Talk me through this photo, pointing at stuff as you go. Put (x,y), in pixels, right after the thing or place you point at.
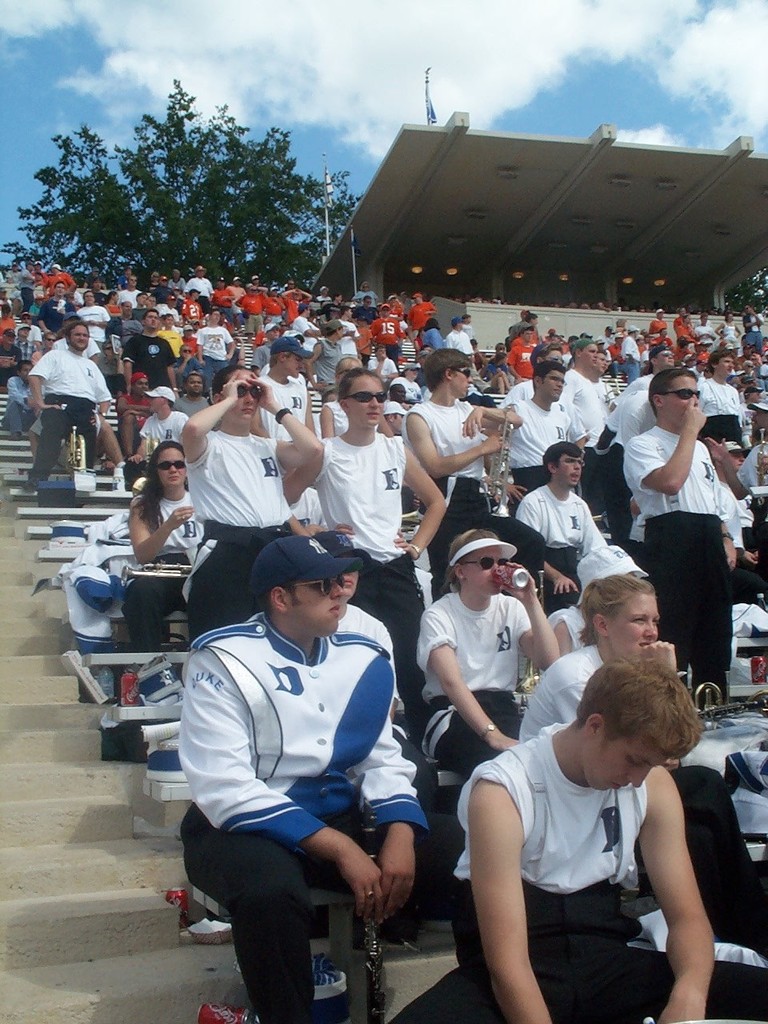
In this image we can see group of people (610,489) wearing a white t shirt (369,624) are sitting on the bench (170,653). One person (356,652) is wearing a dress (325,639), cap (312,572) and goggles (319,582). One person (482,656) is holding a can (502,580) in her hand (523,590). In the background (665,226), we can see people (413,459) standing, staircase (69,988), a shed (621,219), tree (267,204) and the sky (437,81).
